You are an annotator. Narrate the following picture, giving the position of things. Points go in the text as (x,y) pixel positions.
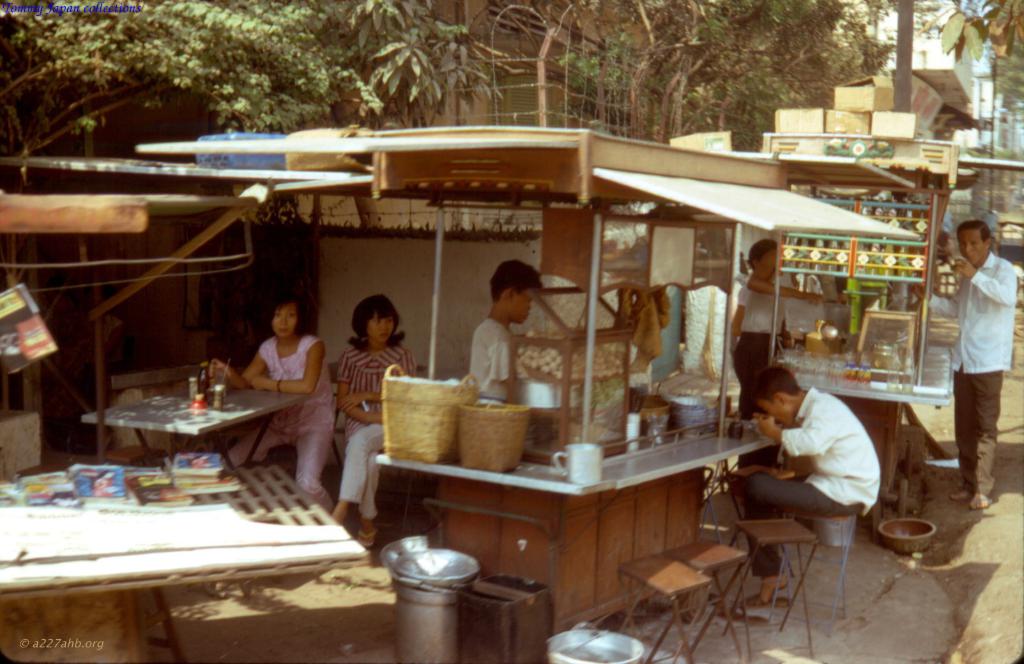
In this image i can see a group of people (340,380) some are sitting and some are standing i can see a bottle (207,375) on a table (205,418) at the back ground (386,125) i can see a tree (388,60) and a building (490,209).
